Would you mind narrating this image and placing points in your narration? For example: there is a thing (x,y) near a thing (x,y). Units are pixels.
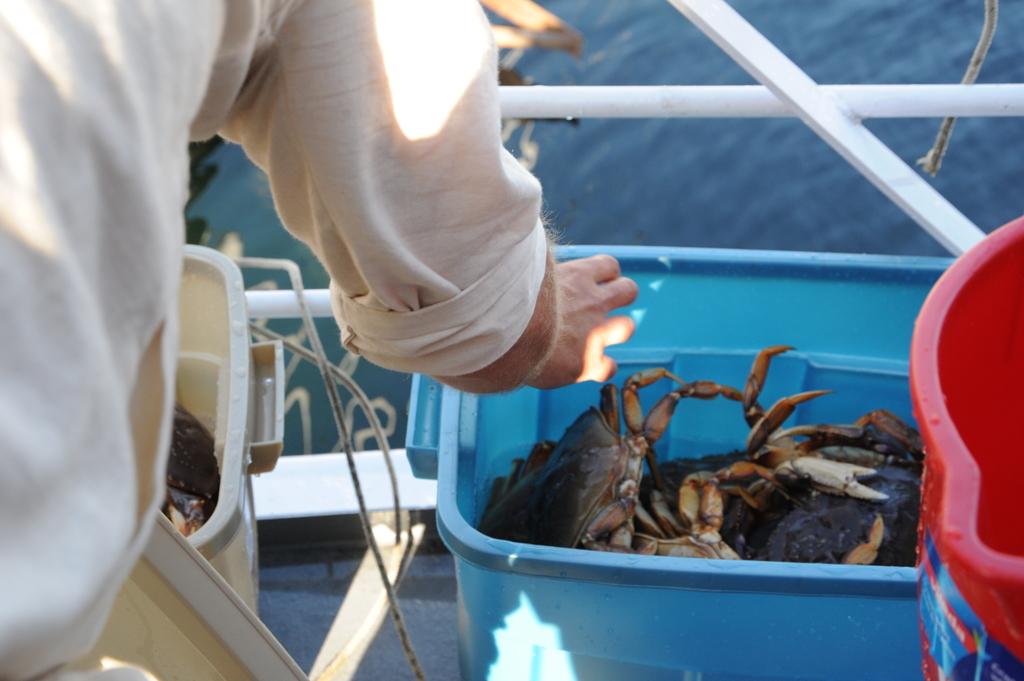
In this image there are boxes (447,506) with crabs (647,436), in front of them there is a person (351,173) standing also there is a water (1002,76) on other side.
